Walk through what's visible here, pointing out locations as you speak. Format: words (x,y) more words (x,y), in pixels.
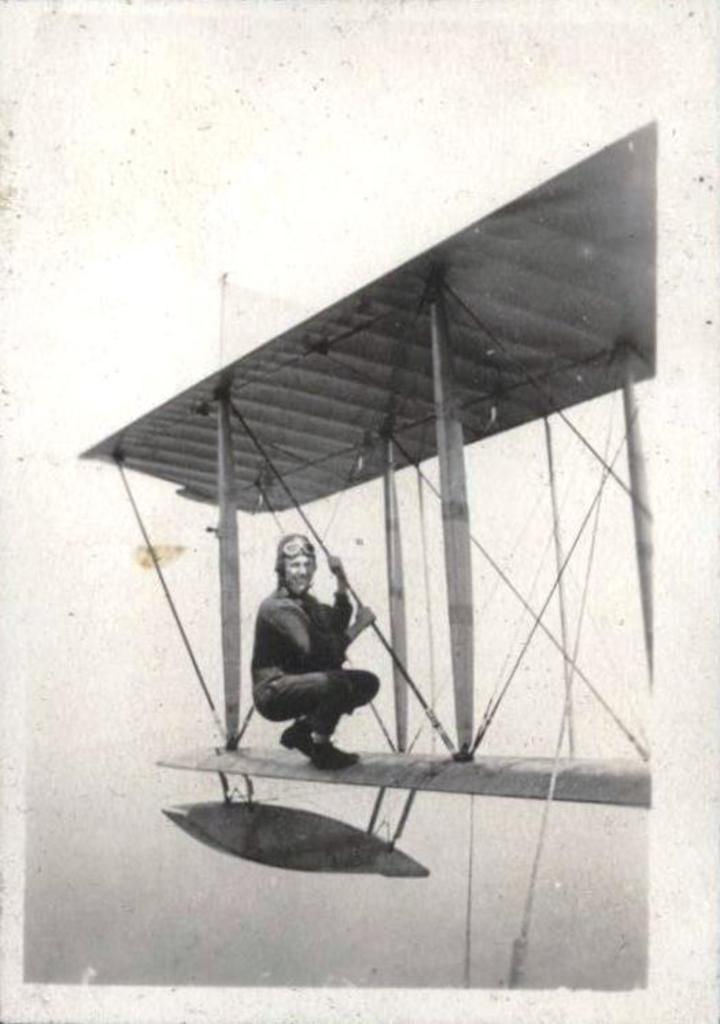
This picture seems to be an edited image with the borders (557,1003). In the center (308,594) we can see a person (299,577) holding a cable (395,658) and seems to be squatting on an object (282,752) and we can see the cables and some other objects (296,348).
